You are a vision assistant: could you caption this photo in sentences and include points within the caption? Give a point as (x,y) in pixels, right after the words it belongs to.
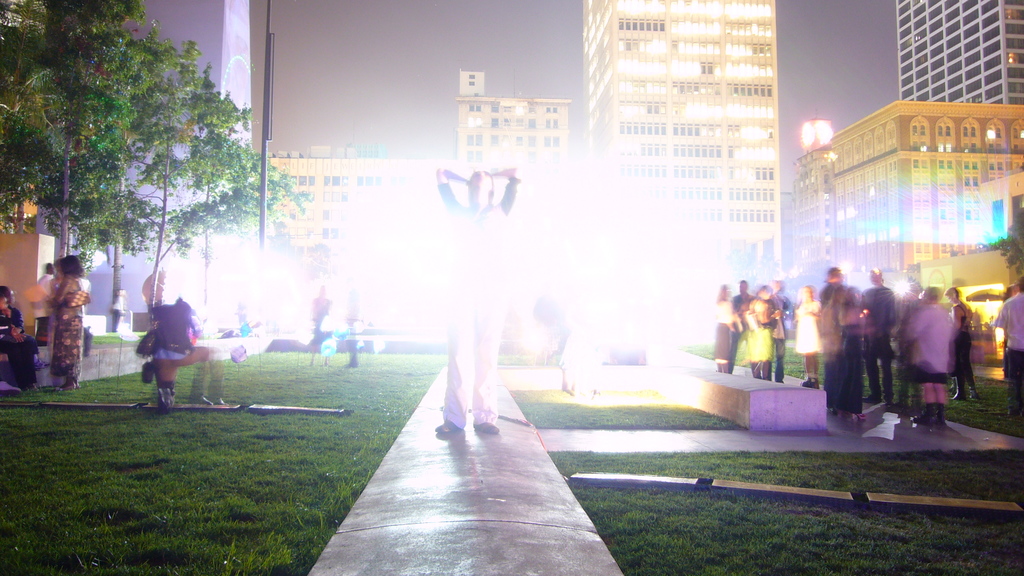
In the center of the image (462,325) we can see a person (449,192) is standing and wearing a dress (456,394). In the background of the image (1019,112) we can see the buildings (620,191), lights (666,316) and some people (723,310) standing. On the left side of the image (60,106) we can see the trees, pole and a person (166,336) is sitting on his knees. At the bottom of the image (303,542) we can see the grass (195,446) and path (535,541). At the top of the image (407,89) we can see the sky (304,32).
